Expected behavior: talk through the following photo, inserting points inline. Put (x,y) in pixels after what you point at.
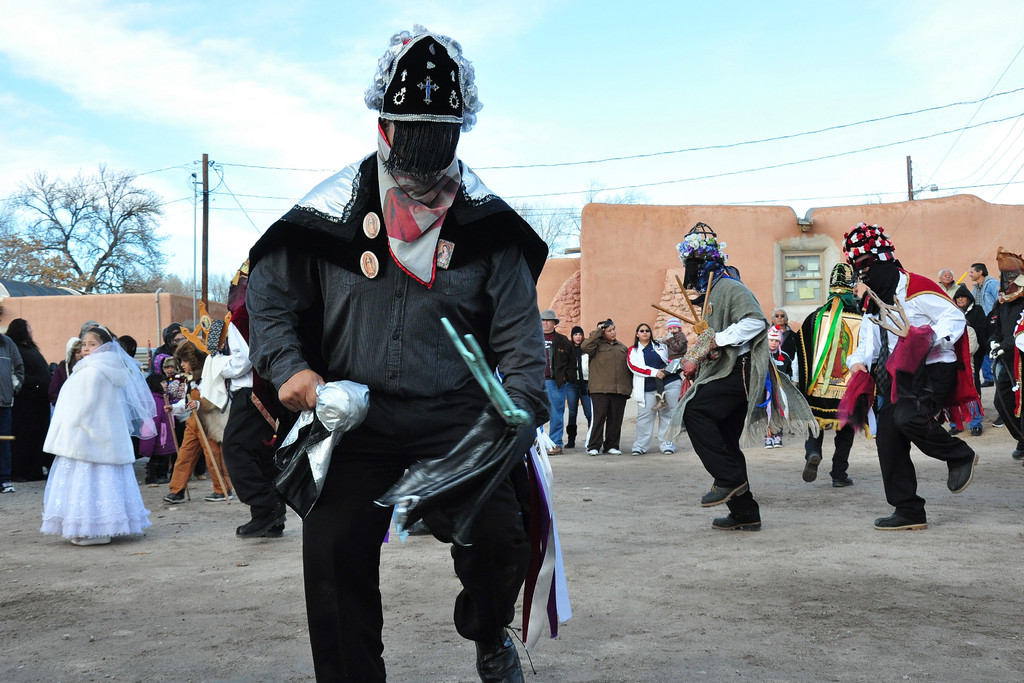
In this image there are few people (252,441) walking in different costumes (852,400), behind them there are few spectators (598,374) standing. In the background (732,241) there are buildings (752,235), utility poles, trees (577,211) and the sky (567,205).
